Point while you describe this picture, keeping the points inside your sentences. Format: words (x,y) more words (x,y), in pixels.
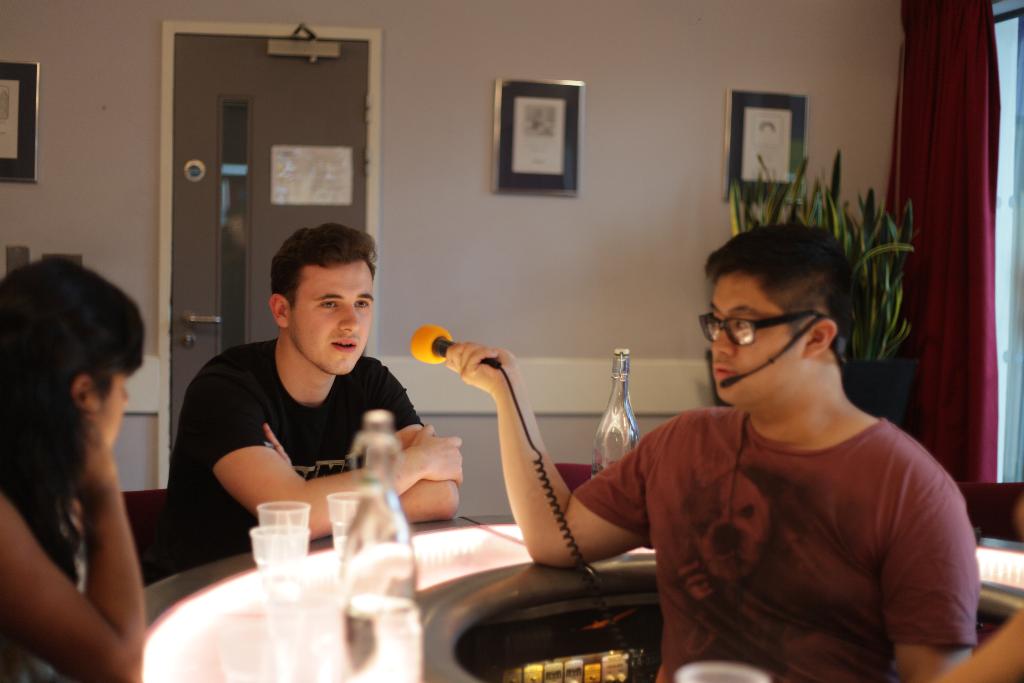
In this picture we can see three persons (331,312) where person (721,429) wore spectacle (727,318) holding mic (450,353) and in front of him person (300,402) wore black color T-Shirt (239,394) talking on mic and here woman (71,433) sitting and on table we can see glass (335,548) and bottle (390,561) and in background (222,110) we can see door (242,106), plant (881,289), curtain (950,241).
